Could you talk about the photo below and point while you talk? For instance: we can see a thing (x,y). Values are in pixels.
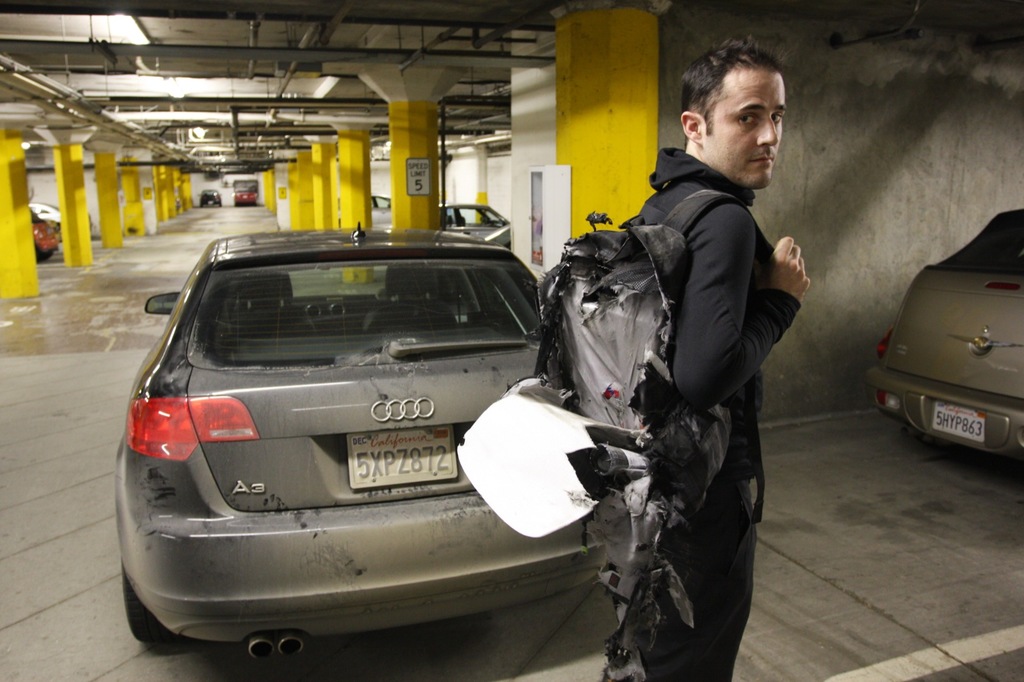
On the right (719,276) there is a man (702,400) standing and carrying a bag (676,275) on his shoulder (714,225) and holding it with his hand (776,256). In the background (328,165) there are vehicles (408,246) on the floor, pillars (402,177), small board (415,180) on a pillar (434,184), poles (279,52) and wall (500,173).
